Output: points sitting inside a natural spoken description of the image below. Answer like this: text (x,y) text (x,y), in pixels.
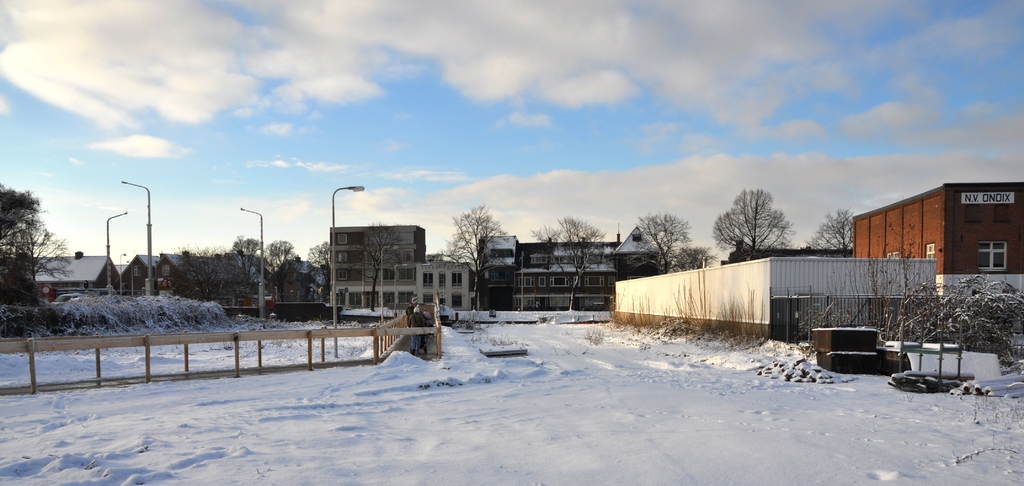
In this image there is snow (334,420) on the ground (406,403) which is in the center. On the right side (751,287) there are containers (792,276) and there are dry plants (872,306). In the background (386,261) there are buildings (616,262), dry trees (589,244), poles (148,230) and the sky (539,119) is cloudy.
